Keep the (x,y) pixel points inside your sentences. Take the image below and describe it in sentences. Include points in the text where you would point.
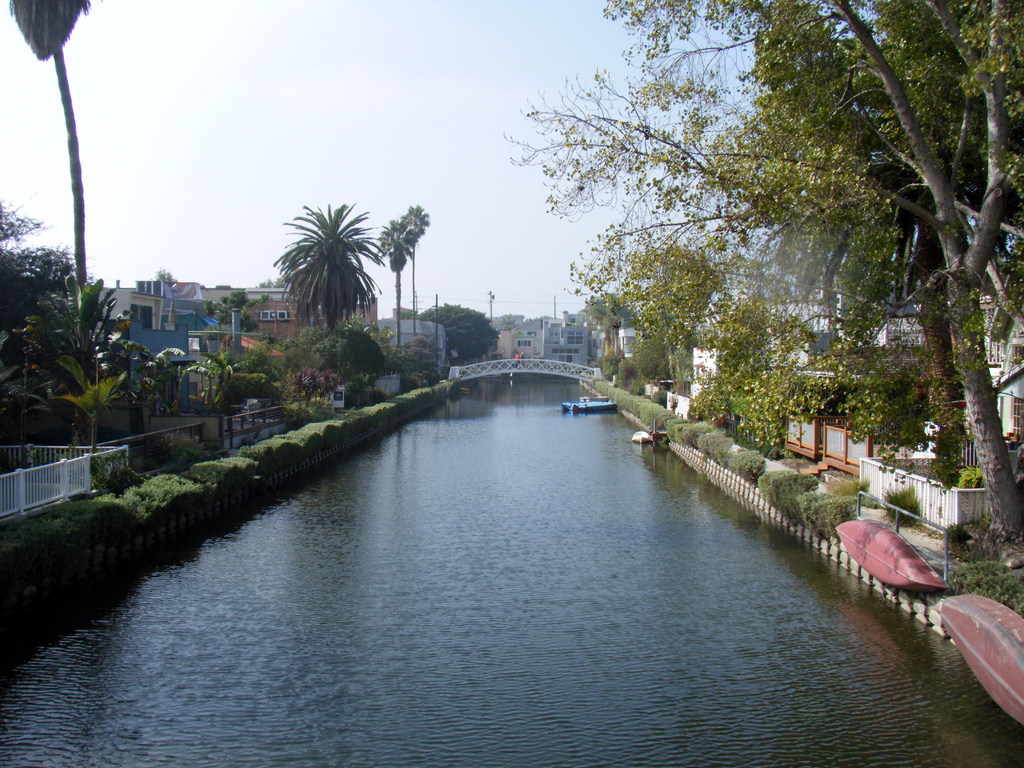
In this image there is a lake (370,570) in middle of this image (565,441) and there is a bridge (512,364) in white color in middle of this image (517,370). There are some trees (822,366) in right side of this image (783,363) and left side of this image (101,387) as well. There are some buildings (144,339) at left side of this image (156,355), middle side of this image (522,327) and right side of this image (693,384). there is a sky (388,168) at top of this image (332,137).
